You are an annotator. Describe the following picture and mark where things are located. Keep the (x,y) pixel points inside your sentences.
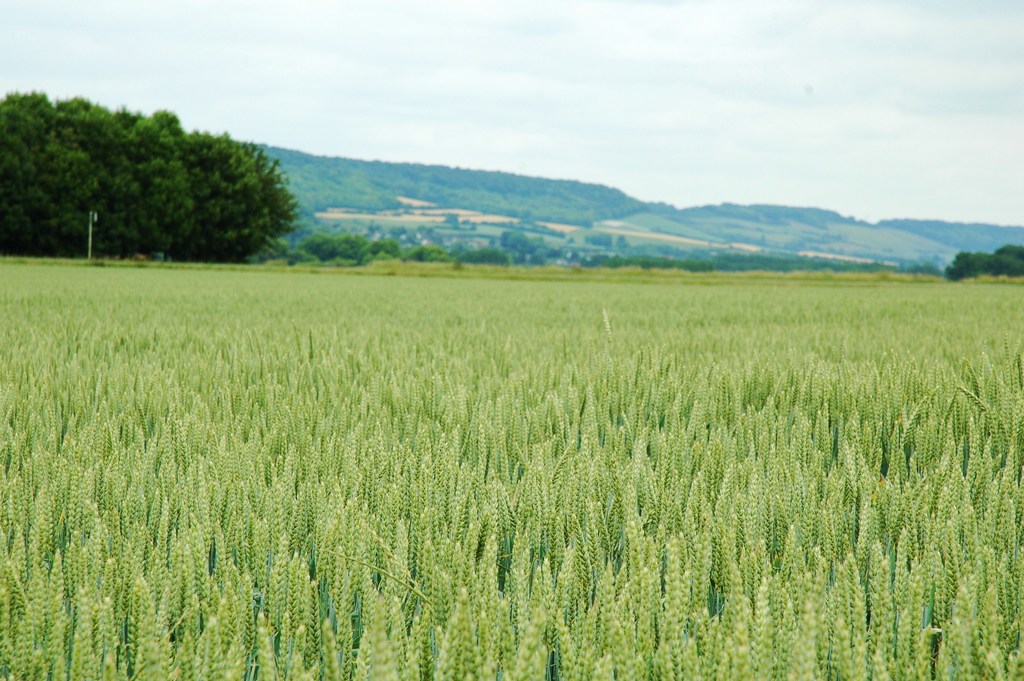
In this image there is a crop (659,394), in the background (145,221) there are trees (158,223), mountain (781,218) and the sky (488,86).
